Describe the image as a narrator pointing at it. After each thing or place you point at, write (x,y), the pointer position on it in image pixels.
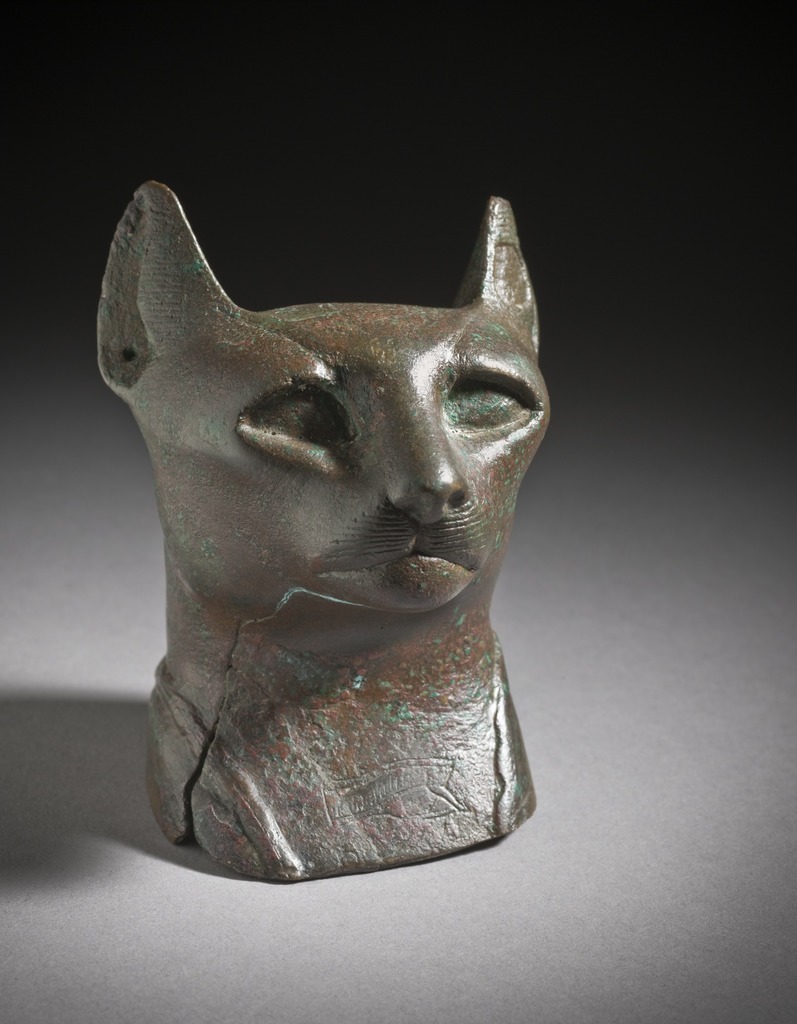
In the image there is a statue of cat head (391,452) on the floor (565,673).
